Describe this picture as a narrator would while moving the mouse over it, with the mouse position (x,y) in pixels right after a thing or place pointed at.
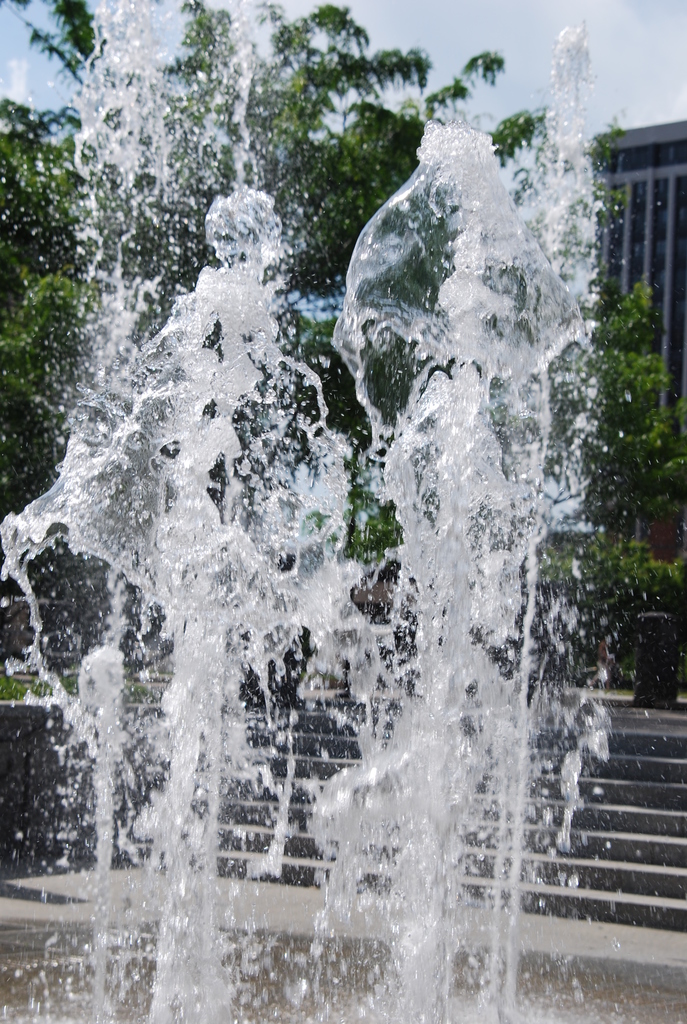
In this picture we can see water (123,551), steps (551,749), trees (1,264), building (635,132) and in the background (18,50) we can see the sky (460,53) with clouds (523,86).
